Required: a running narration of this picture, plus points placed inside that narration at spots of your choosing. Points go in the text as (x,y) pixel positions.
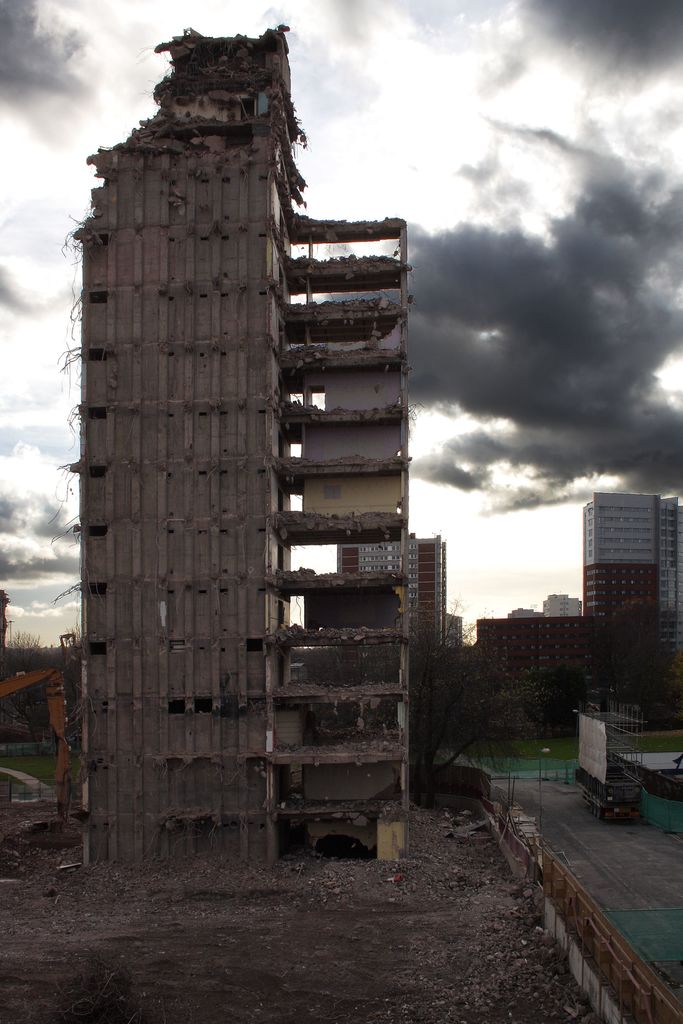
In this image I can see a building (276,474) in the center (272,602). It is little collapsed. There are other buildings (672,604) at the back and sky (501,288) at the top (518,206).
